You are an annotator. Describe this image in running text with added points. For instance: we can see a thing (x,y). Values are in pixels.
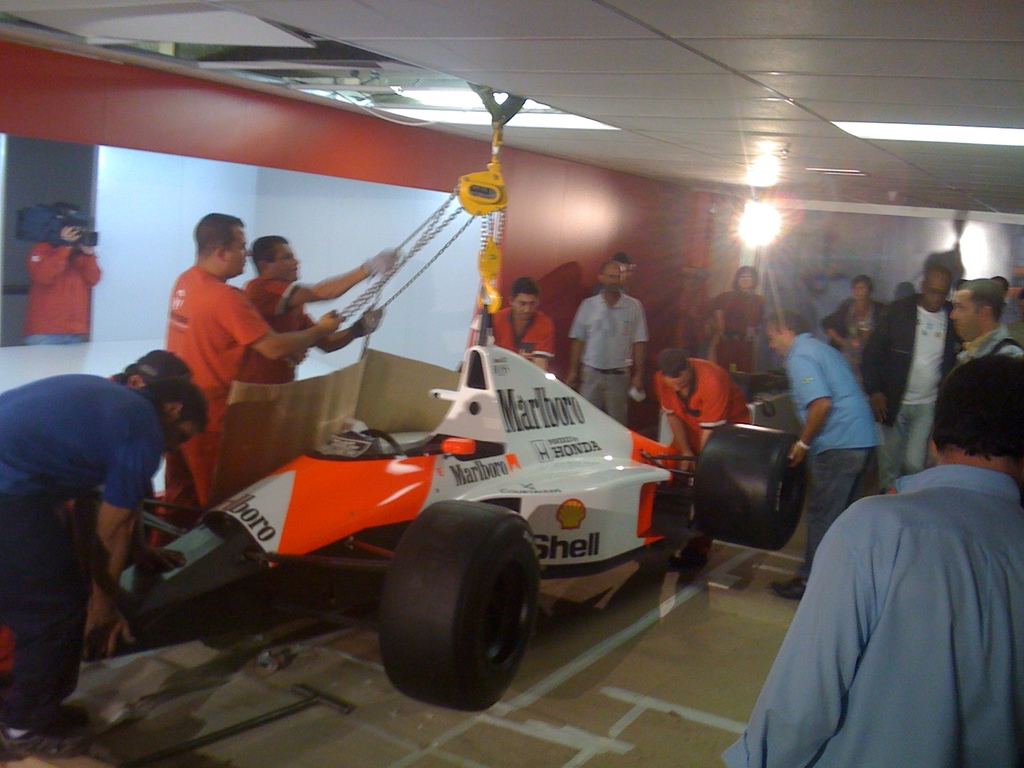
In this image there are some people (997,490) standing and some people (3,470) are working with f1 race car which is in the middle (361,458).
